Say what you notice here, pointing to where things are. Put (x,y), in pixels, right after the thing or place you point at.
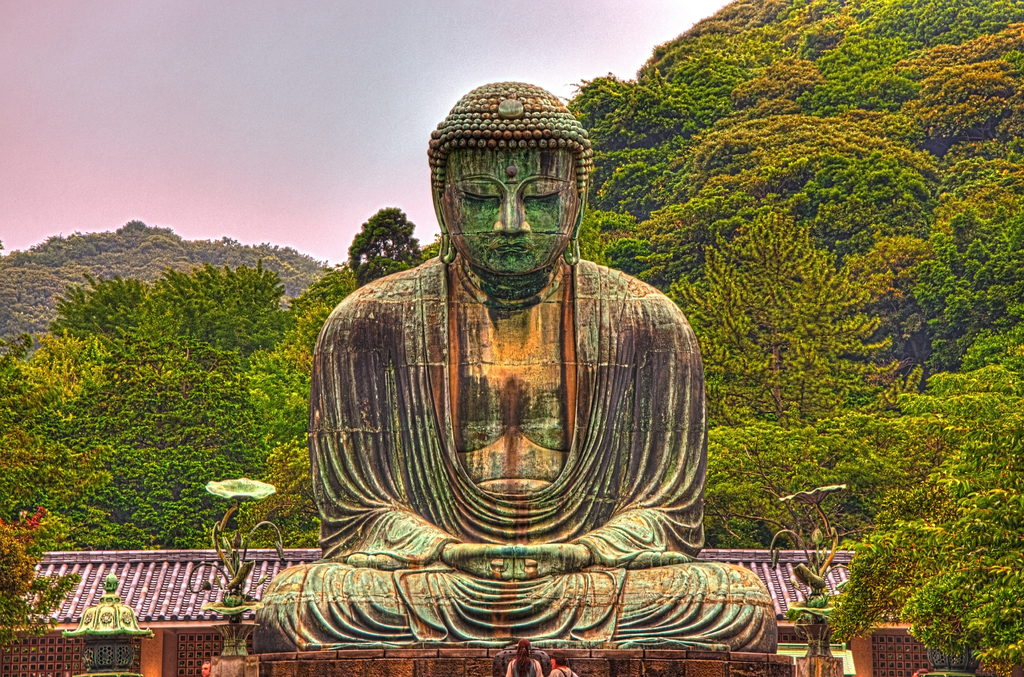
In the middle (629,282) it is a Buddha statue (554,494) behind this there are green trees (179,369).
